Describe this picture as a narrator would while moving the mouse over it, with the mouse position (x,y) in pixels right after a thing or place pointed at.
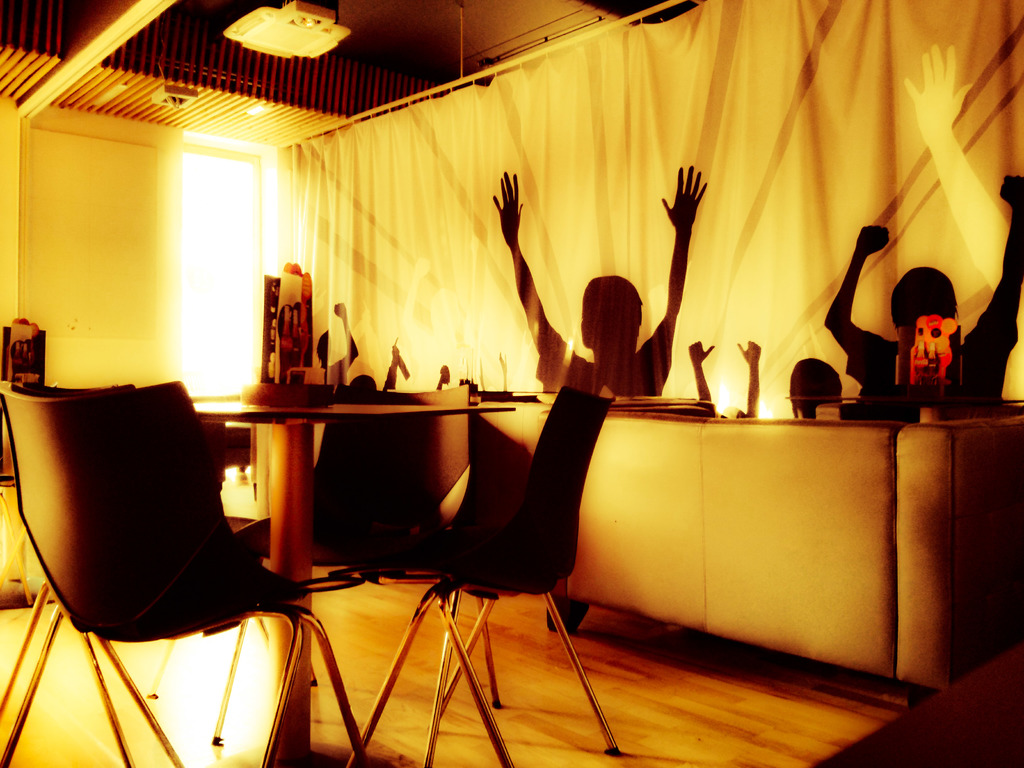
In this image I can see few chairs (447,472), a table (300,457) and a sofa (896,584). I can also see few stuffs (253,405) on this table (276,442).
